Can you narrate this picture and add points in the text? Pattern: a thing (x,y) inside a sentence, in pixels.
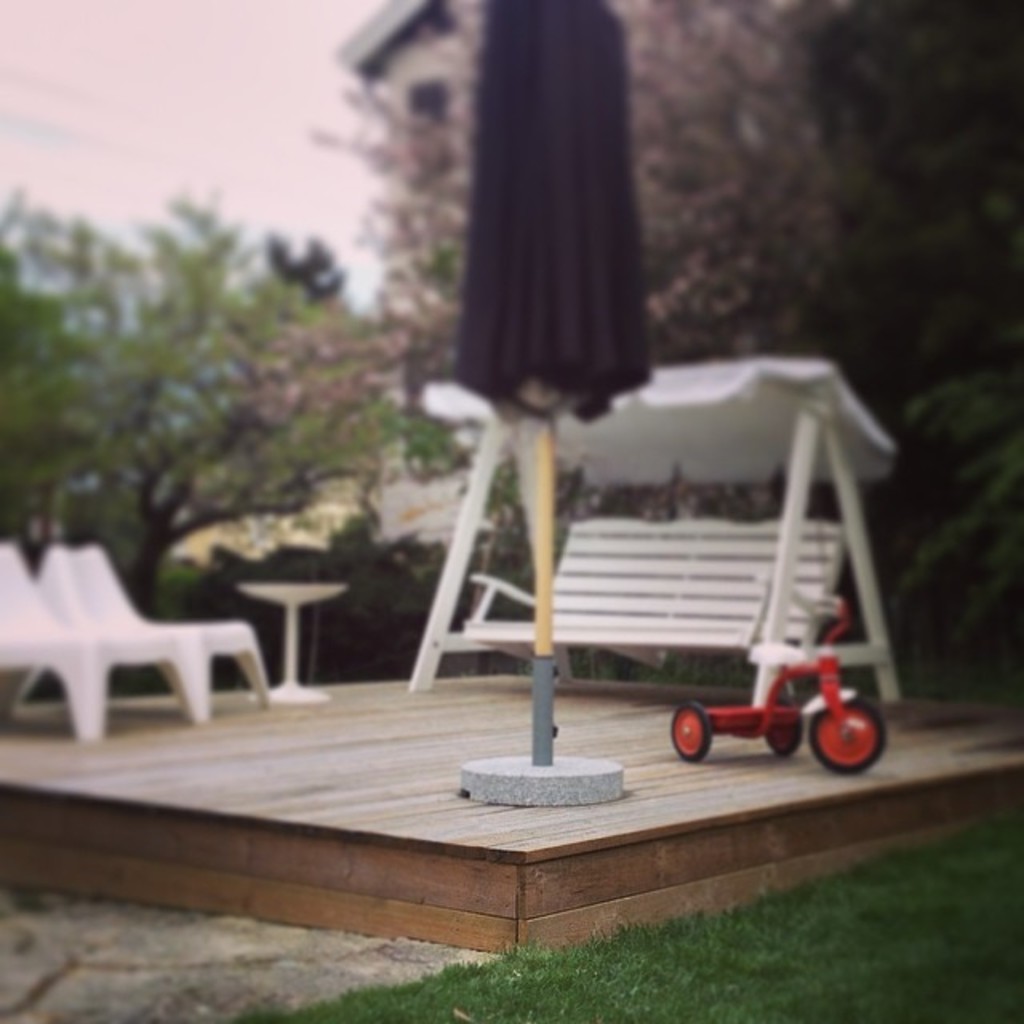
In this image we can see an umbrella (539,550) with stand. In the back (784,724) there is a vehicle (771,703). Also there is a swinging bench (710,592). And there are chairs (187,680). In the background (462,190) there are trees (757,151). On the ground (765,963) there is grass (786,1001). And it is looking blur in the background (126,558).
